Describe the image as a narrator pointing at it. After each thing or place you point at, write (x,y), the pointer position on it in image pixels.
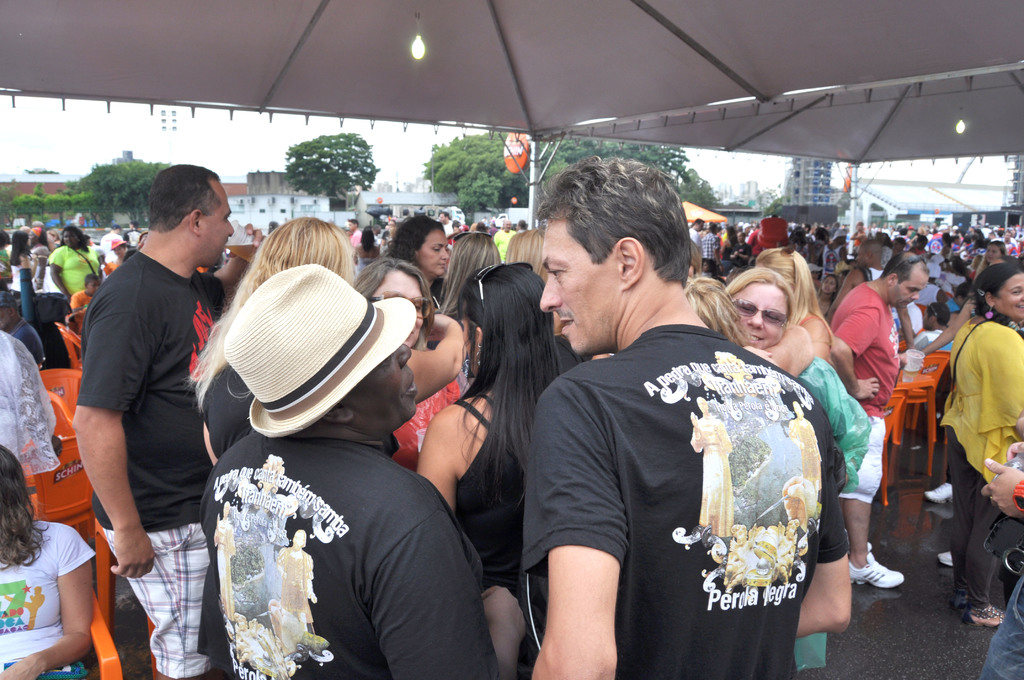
Here we can see crowd (402,337). There are chairs (77,367), buildings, trees (503,191), tents (802,98), and lights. In the background (86,133) there is sky (284,142).
